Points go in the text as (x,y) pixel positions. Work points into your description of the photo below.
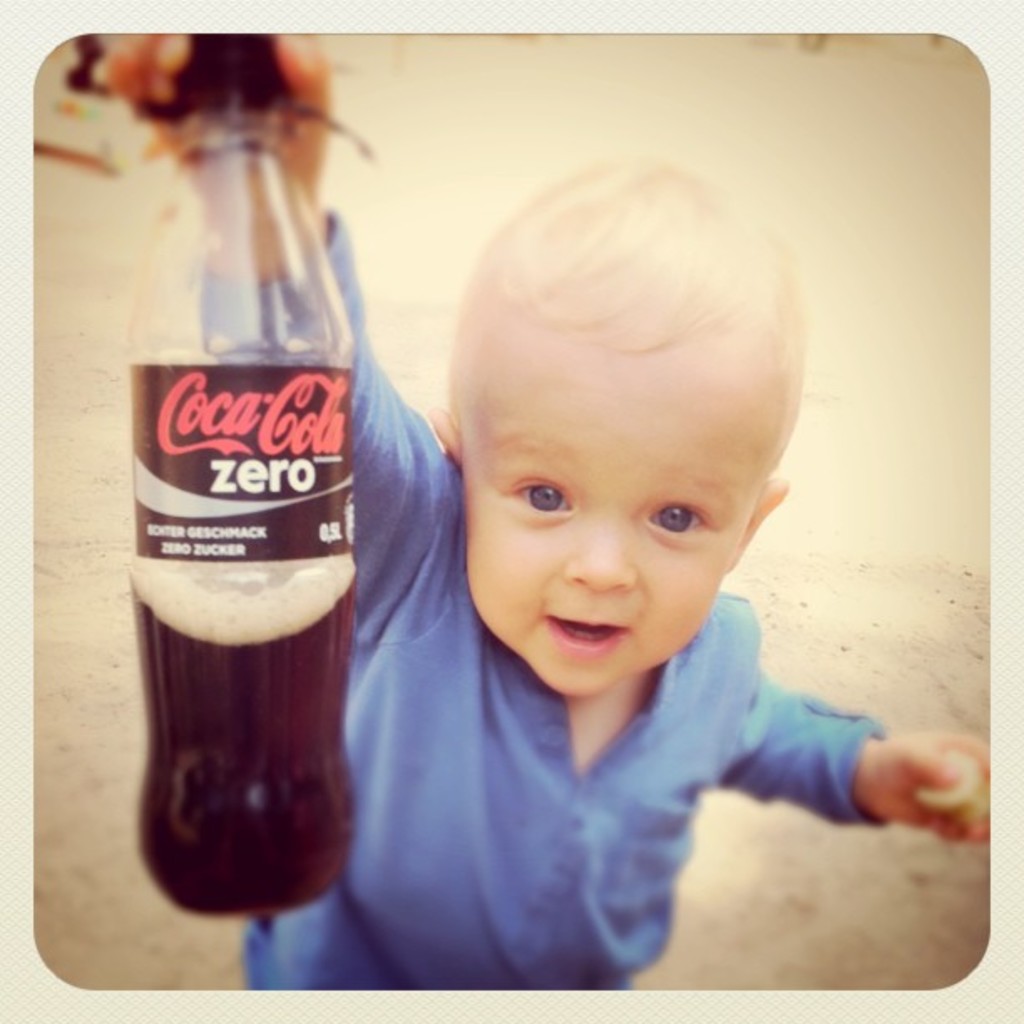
In this image i can see a child (545,804) wearing a blue dress (524,884) is holding a coca cola bottle (266,74) in his hand (317,135). In the background (881,454) i can see the ground (836,535).
